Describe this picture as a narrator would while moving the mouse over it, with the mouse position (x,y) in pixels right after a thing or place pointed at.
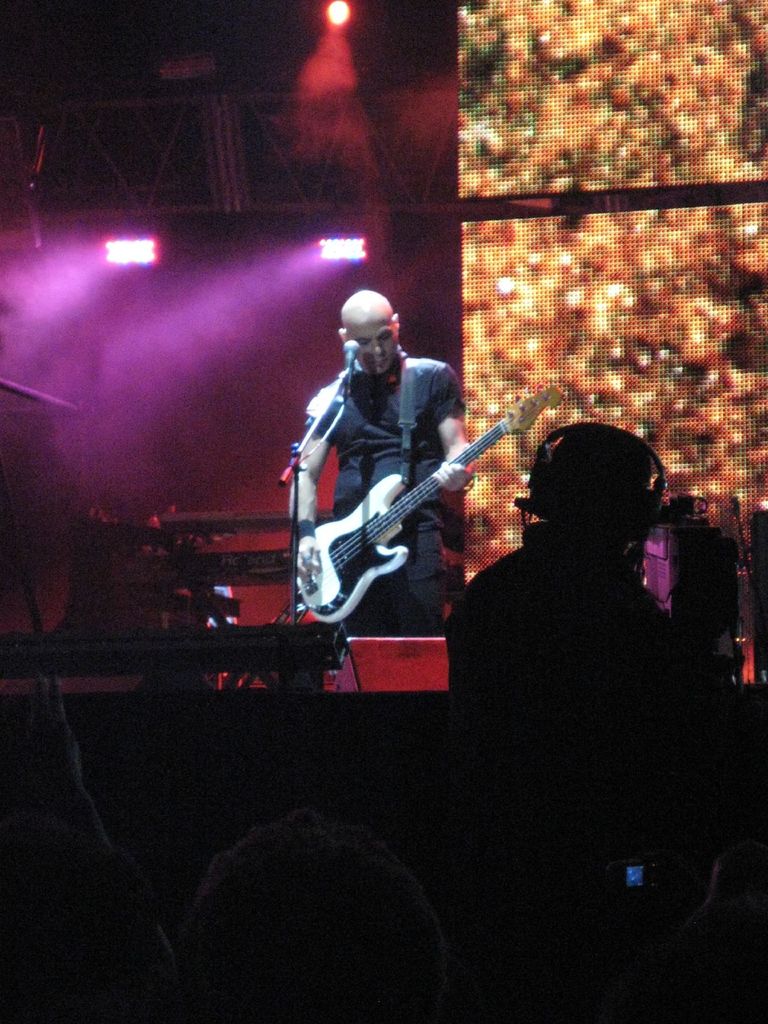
In this image I can see a man (395,444) standing and holding a guitar (361,555) in his hands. In front of this person (376,368) there is a mike stand (281,483). On the bottom of the image (335,925) there are few persons (232,948) are looking at the person (373,446) who is playing the guitar (377,517). On the right side of the image (618,499) I can see a man (648,764), he's holding a camera (678,602) in his hands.
